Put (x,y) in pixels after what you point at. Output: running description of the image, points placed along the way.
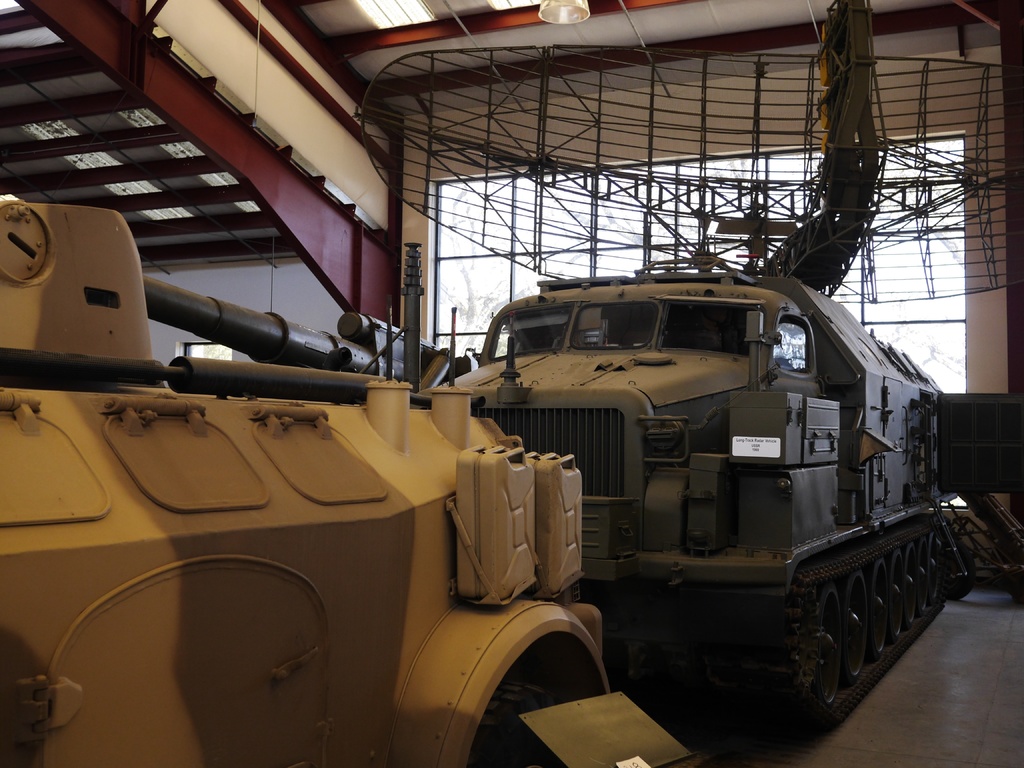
In this image I can see the vehicles (342,450) which are in grey and yellow color. These vehicles (466,443) are in the shed (298,195). I can see the red and white color roof (248,122).
